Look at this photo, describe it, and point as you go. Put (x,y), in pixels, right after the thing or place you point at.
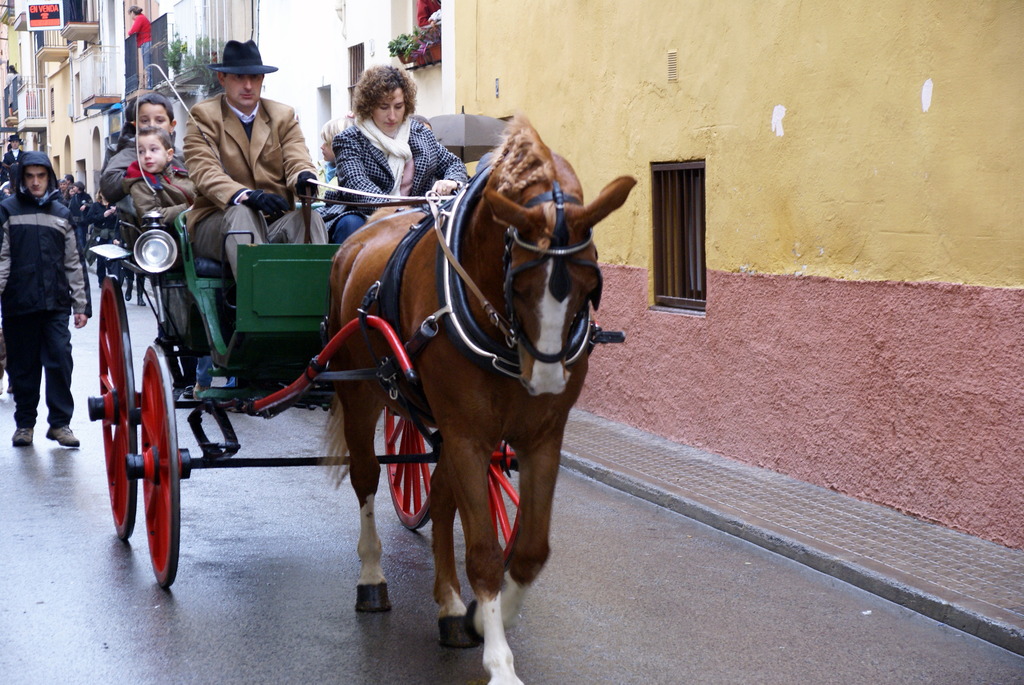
In this image I see few people (348,216) sitting on the cart (241,466) and this man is driving the horse (361,423) and In the background (90,185) I see lot of people (81,229) who are on the path (8,487) and I see number of buildings (78,124) and few plants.
